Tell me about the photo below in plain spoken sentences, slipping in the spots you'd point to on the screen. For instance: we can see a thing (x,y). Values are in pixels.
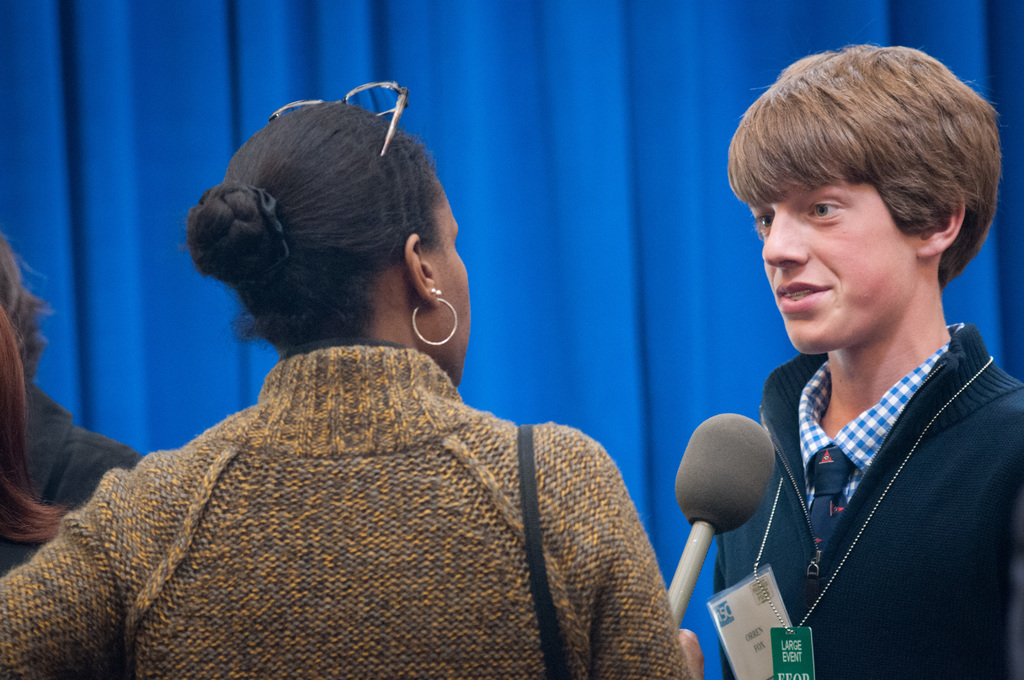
This image consist of two persons (429,484). In the front (321,351), the woman (288,517) wearing brown dress (376,542) is stand and holding mic (687,544). To the right (882,496), the boy (856,509) is wearing black jacket (881,540) and talking in the mic (767,456). In the background (594,44), there is a blue cloth (664,538).
